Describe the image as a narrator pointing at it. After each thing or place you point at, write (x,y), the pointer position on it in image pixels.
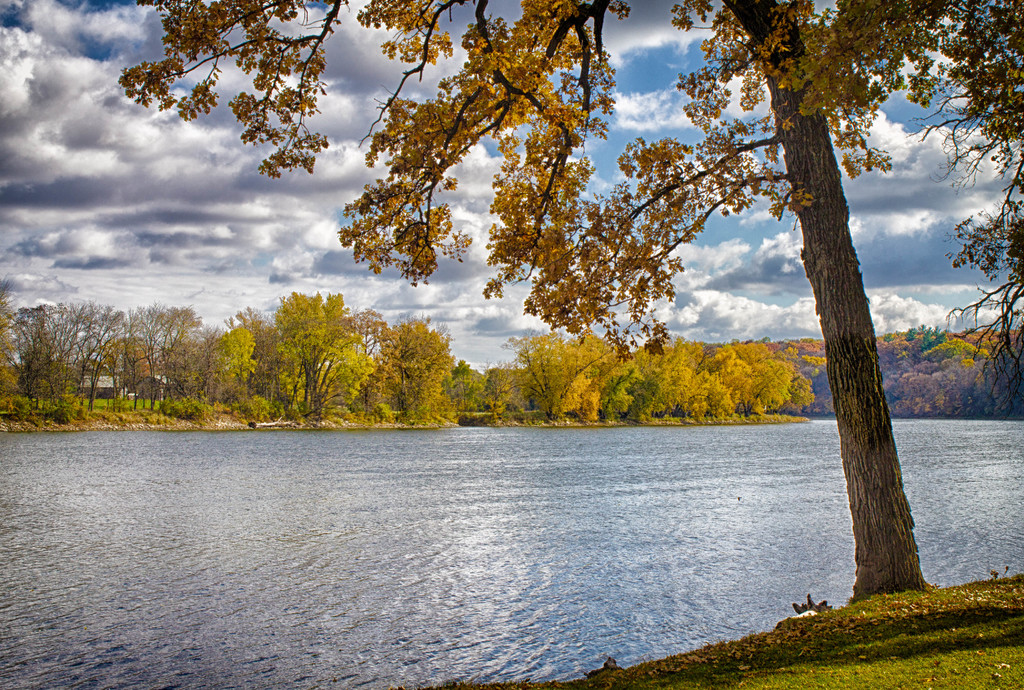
In this image we can see trees (772,46), plants (51,414), water (382,464) and we can also see some clouds (480,224) in the sky (480,224).
